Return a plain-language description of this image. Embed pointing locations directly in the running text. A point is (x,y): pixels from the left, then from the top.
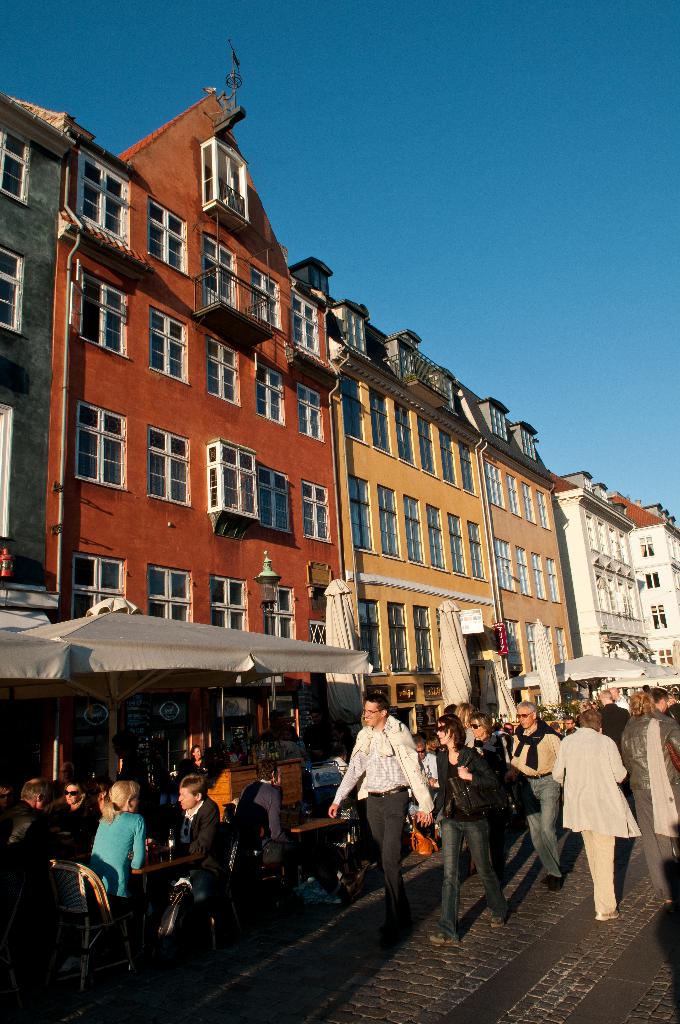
In this picture I can see group of people (521,785) standing, there are umbrellas (197,662), group of people (12,844) sitting on the chairs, there are buildings (621,507), and in the background (495,218) there is sky (517,220).
